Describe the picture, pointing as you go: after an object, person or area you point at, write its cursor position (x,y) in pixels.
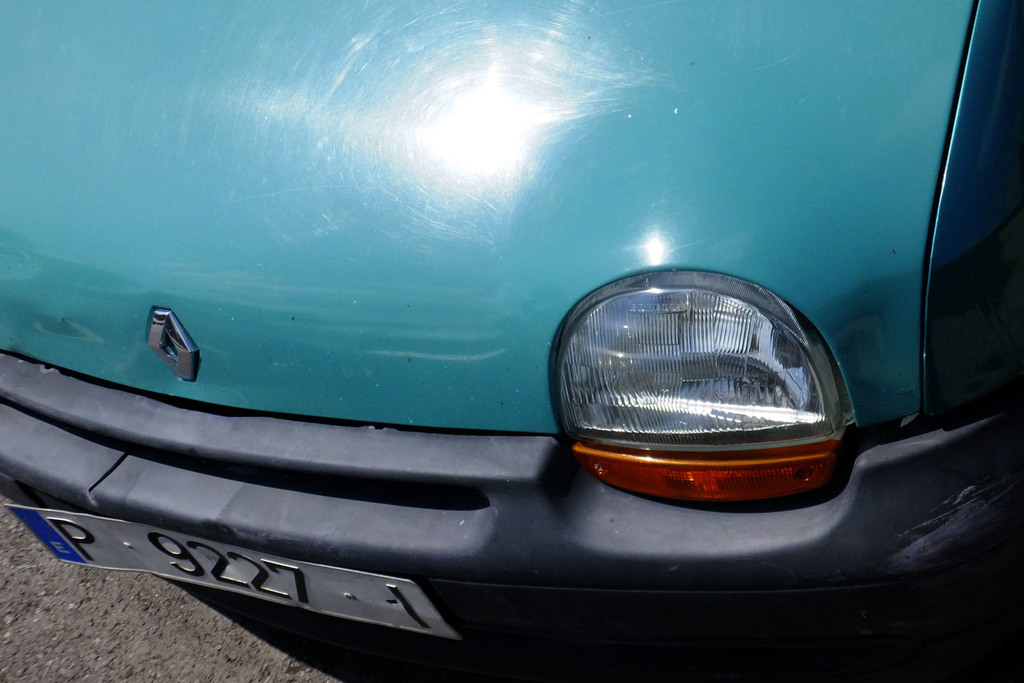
In this picture we can see a car (464,253) and a number plate (235,562).
